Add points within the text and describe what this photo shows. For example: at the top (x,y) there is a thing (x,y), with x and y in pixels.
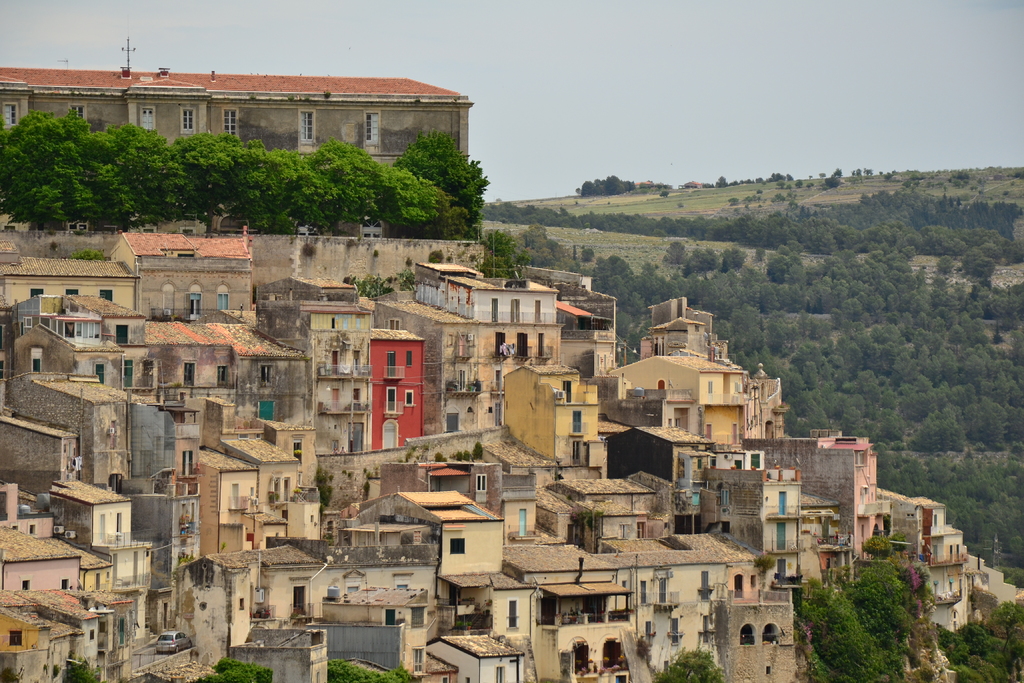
It looks like the images captured from the city outskirts (634,399) there are plenty houses (100,593) can be seen there are also few trees (91,162) to the right side (842,324) there are many mountains (809,333) and hills (788,339).
